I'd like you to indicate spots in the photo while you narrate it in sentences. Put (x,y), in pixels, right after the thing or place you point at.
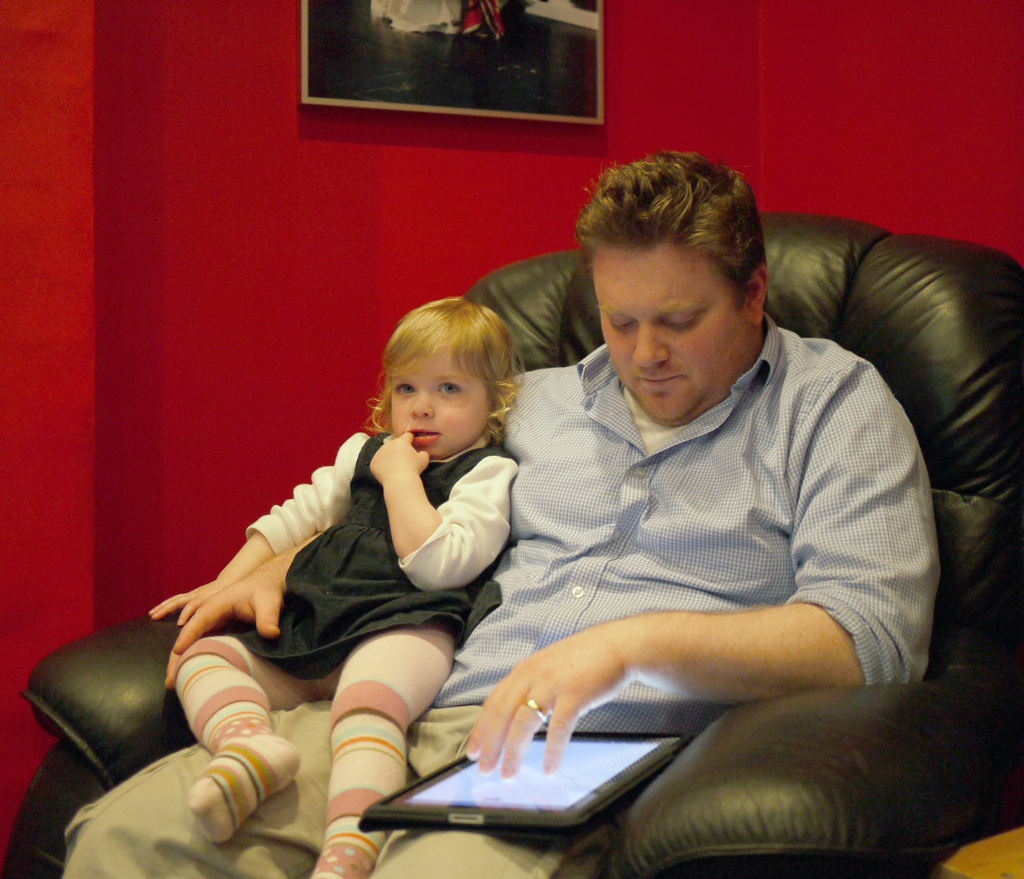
In the center of the image (498,515) we can see a person (563,661) and a kid (354,574) sitting on a chair (820,295) with tablet (496,822). In the background (31,513) there is a wall (31,488) and photo frame (510,52).
